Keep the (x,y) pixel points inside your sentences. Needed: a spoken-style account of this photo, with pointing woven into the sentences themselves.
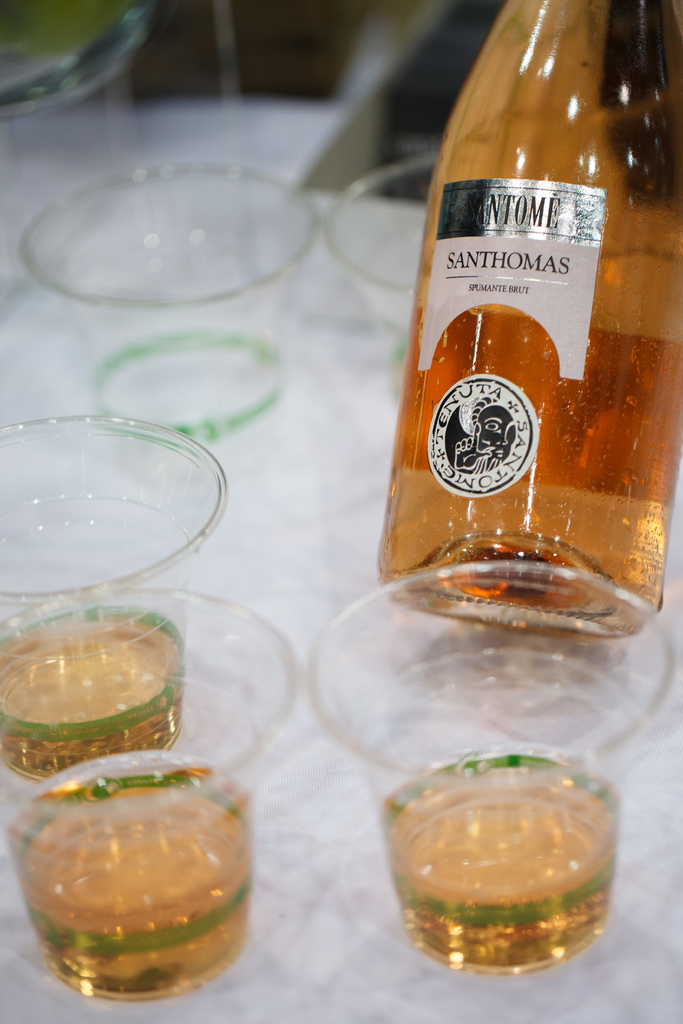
on a table (384,497) there are glasses (495,660) and a bottle (611,368) of a drink (572,514). on the bottle (496,317) santhomas is written. front 3 glasses (201,784) are filled with the drink (97,830).
